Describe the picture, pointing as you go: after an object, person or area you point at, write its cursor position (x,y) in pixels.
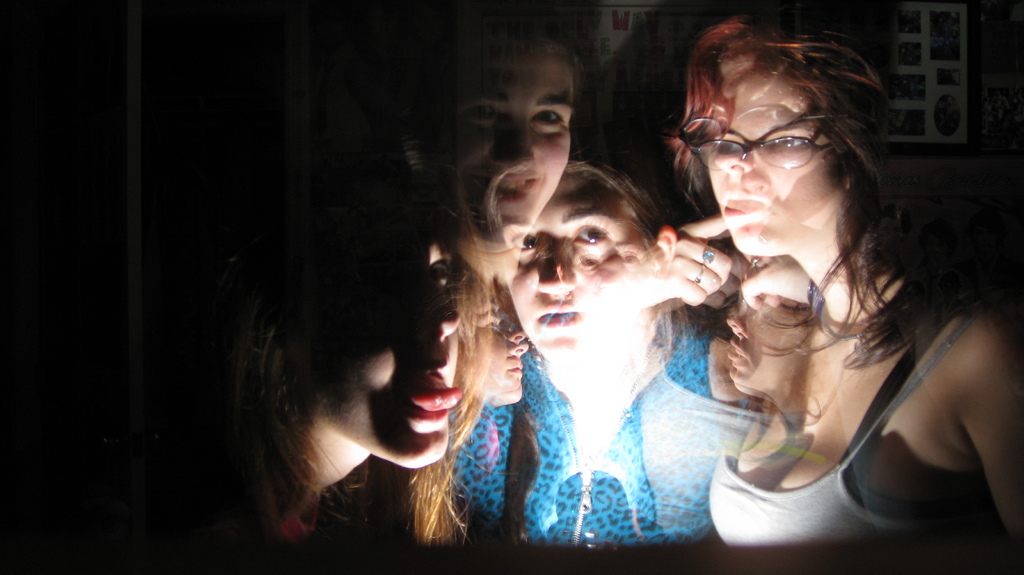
The image is clicked in the reflection of a mirror (623,393) or a glass (474,228). In the image there are women (492,470) and a light (644,350). On the left (120,144) it is dark.
